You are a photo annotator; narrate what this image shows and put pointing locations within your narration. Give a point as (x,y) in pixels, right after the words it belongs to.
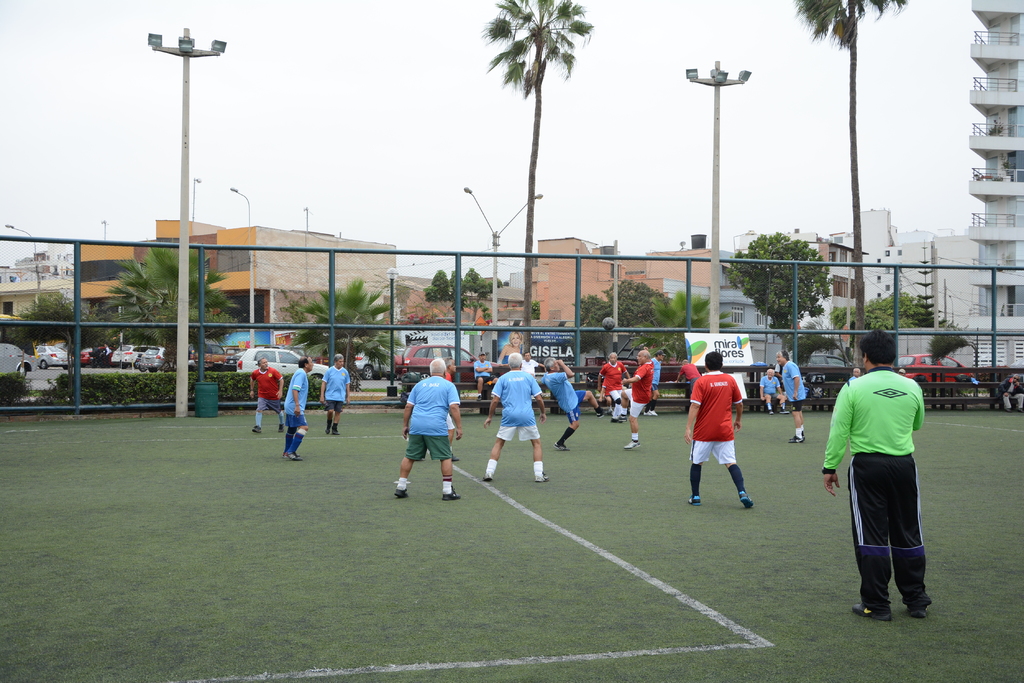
In this image we can see grassy land (465,545). On which two teams (567,409) are playing football, behind them one grille (330,327) is there. Background of the image (768,277) buildings (260,234), poles (717,200), trees (364,340) and cars (48,353) are present. To the right side of the image (871,424) one man (874,494) is standing, he is wearing green color t-shirt (886,426) and dark blue color track (870,477).
